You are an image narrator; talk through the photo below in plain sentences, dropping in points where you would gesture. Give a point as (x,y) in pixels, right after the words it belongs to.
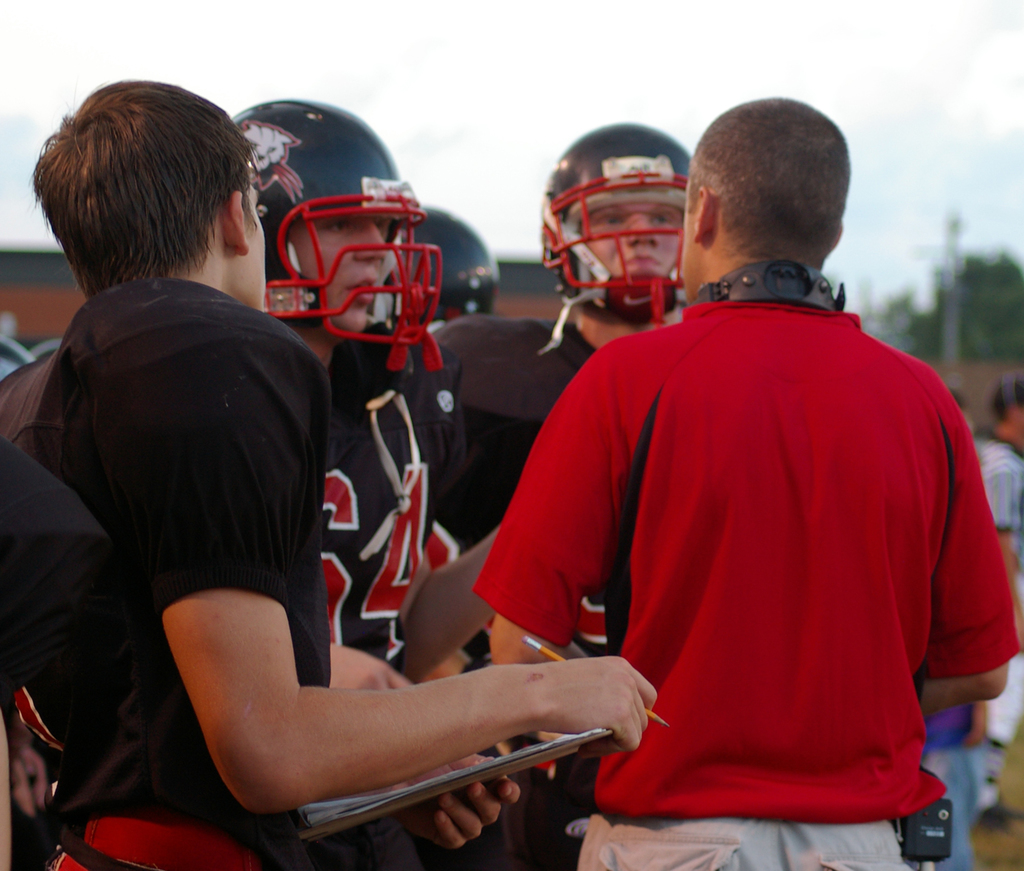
In this picture I can see few people (784,468) among them some people (411,258) are wearing helmet (393,251), behind we can see few people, trees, buildings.
